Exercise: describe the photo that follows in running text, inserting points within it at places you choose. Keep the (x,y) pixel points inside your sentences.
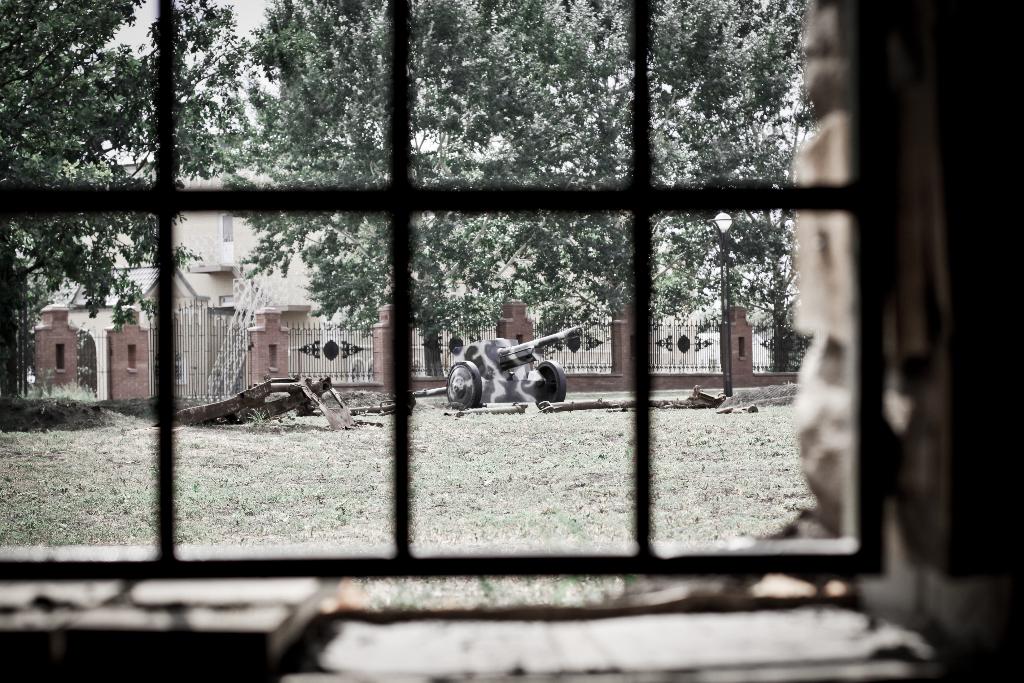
In this image we can see a cannon (537,399) and some objects (321,412) on the ground (568,509). We can also see some grass (365,497), a building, the metal fence (310,363), a group of trees (479,302) and the sky (190,43). In the foreground (827,394) we can see a window (773,404) with a metal grill (641,325).
